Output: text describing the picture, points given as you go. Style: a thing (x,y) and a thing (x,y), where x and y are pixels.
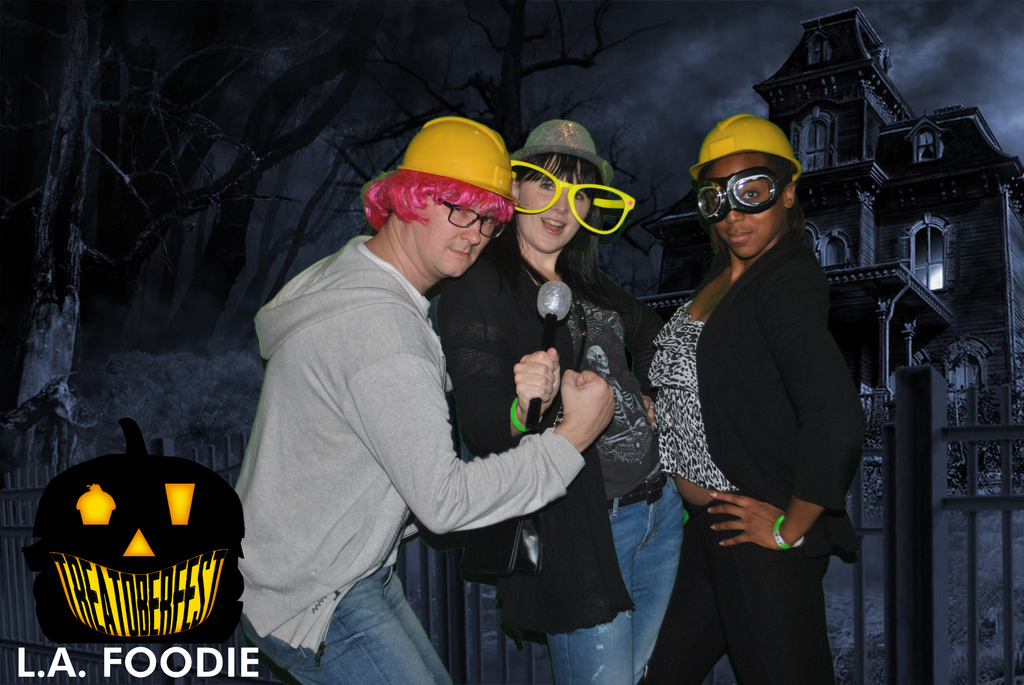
In this image, we can see persons (608,378) wearing clothes (622,489) and helmets (476,146). There is person (621,328) in the middle of the image (610,358) holding a mic (553,323) with her hand (547,353). There is a building (929,341) on the right side of the image (955,276). There are trees (233,212) on the left side of the image (197,209). There is logo (165,511) and some text (172,612) in the bottom left of the image (184,591). There is a sky (681,33) at the top of the image (475,36).
